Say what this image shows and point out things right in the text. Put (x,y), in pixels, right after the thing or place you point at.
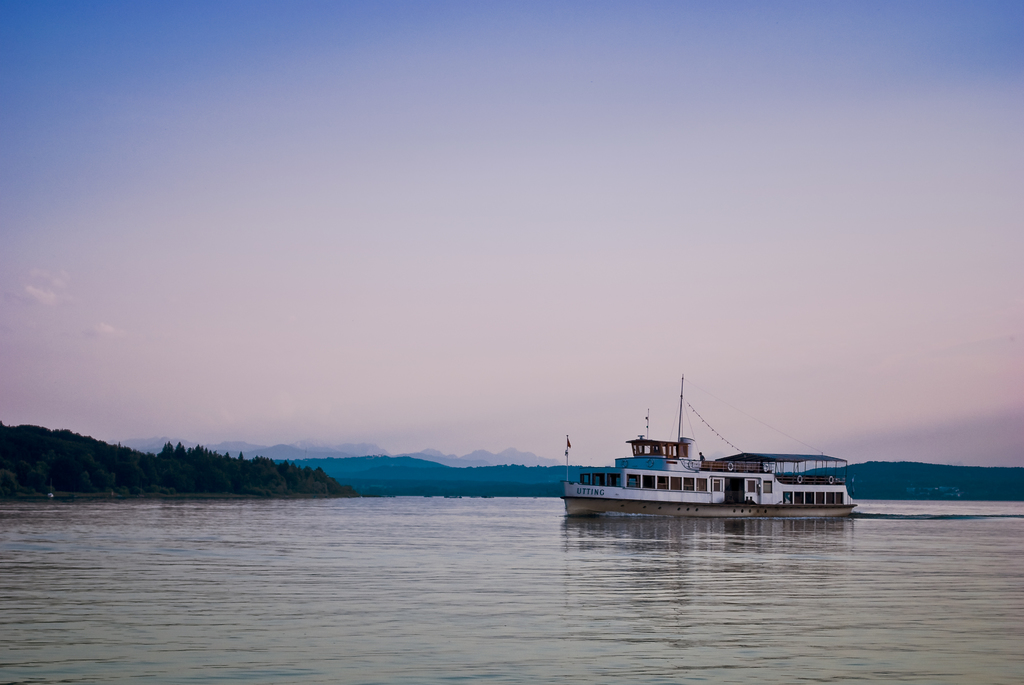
This picture consists of a ship (671,442) on the lake (471,579), in the middle (536,451) there are some trees (16,437), the hill (302,464), at the top (554,168) there is the sky (609,213).
